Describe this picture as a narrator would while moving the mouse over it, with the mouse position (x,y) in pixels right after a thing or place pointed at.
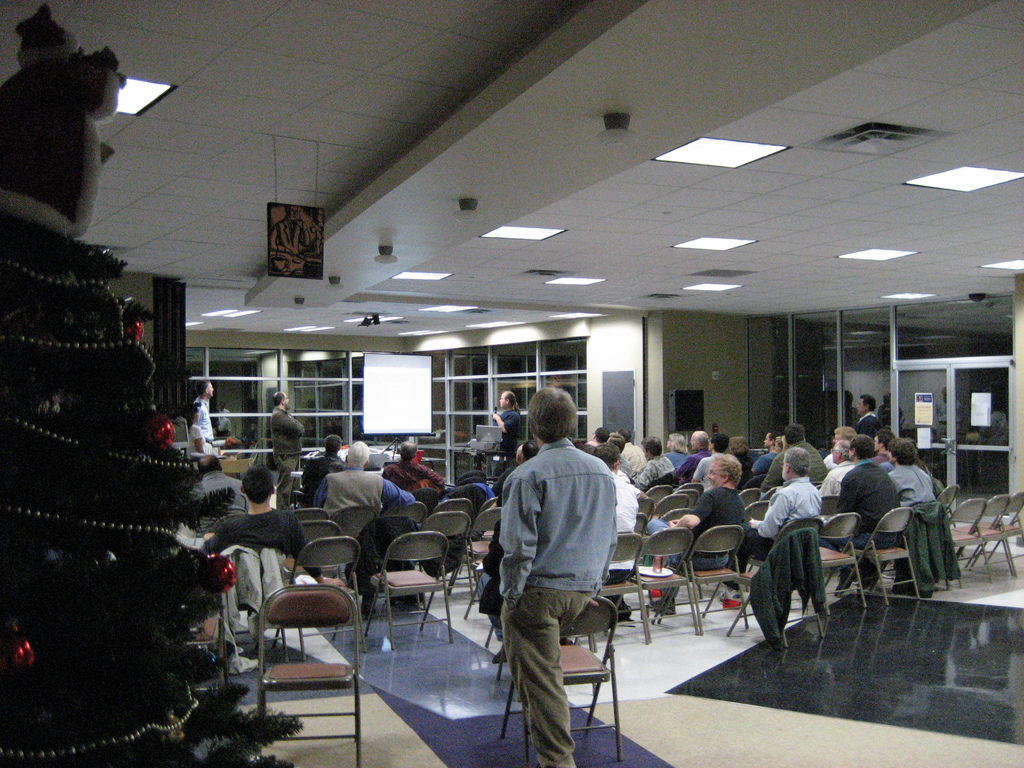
In the image, it looks like some meeting there are many people (669,450) sitting on the chairs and behind them there is a person (548,584) standing beside one chair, on the left side (166,467) there is a Christmas tree (130,587) and in the background (367,369) there is a presentation screen (396,372) and in front of the screen (398,415) there are three people (508,408) standing and behind them there are windows (755,344) and on the right side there are two doors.
